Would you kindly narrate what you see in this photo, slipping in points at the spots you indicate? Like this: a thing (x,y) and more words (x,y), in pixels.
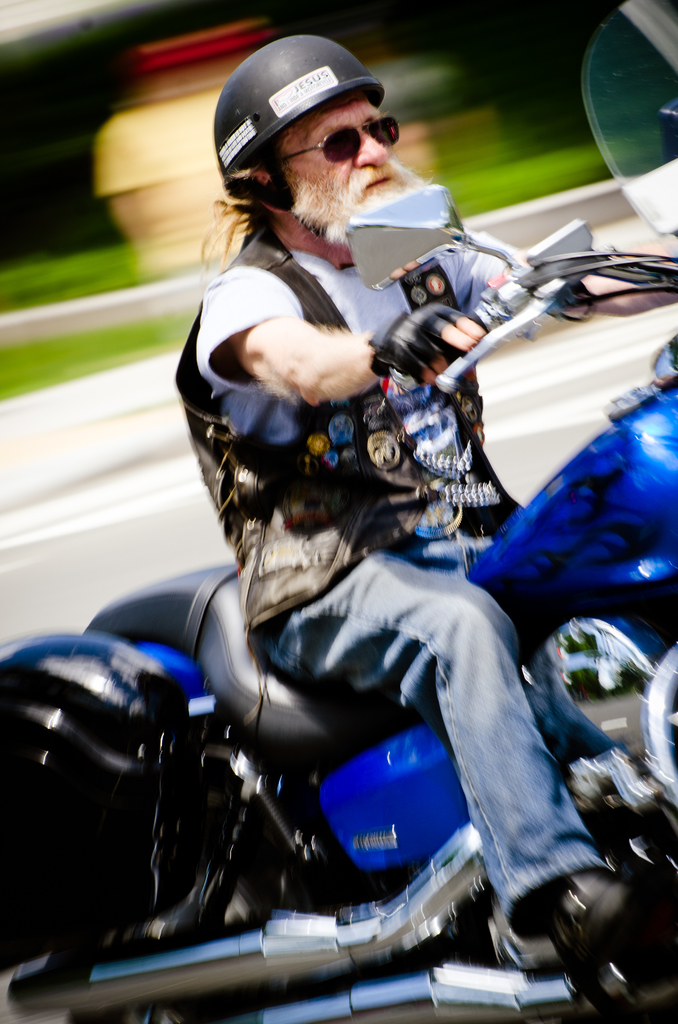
a person (322,486) is riding a blue motorcycle (391,746) wearing goggles (343,138), helmet (253,81). behind him there is a road (88,583) and grass (502,157). the person (402,364) is wearing black gloves (394,341), white t shirt (227,323) and jeans (471,742).
